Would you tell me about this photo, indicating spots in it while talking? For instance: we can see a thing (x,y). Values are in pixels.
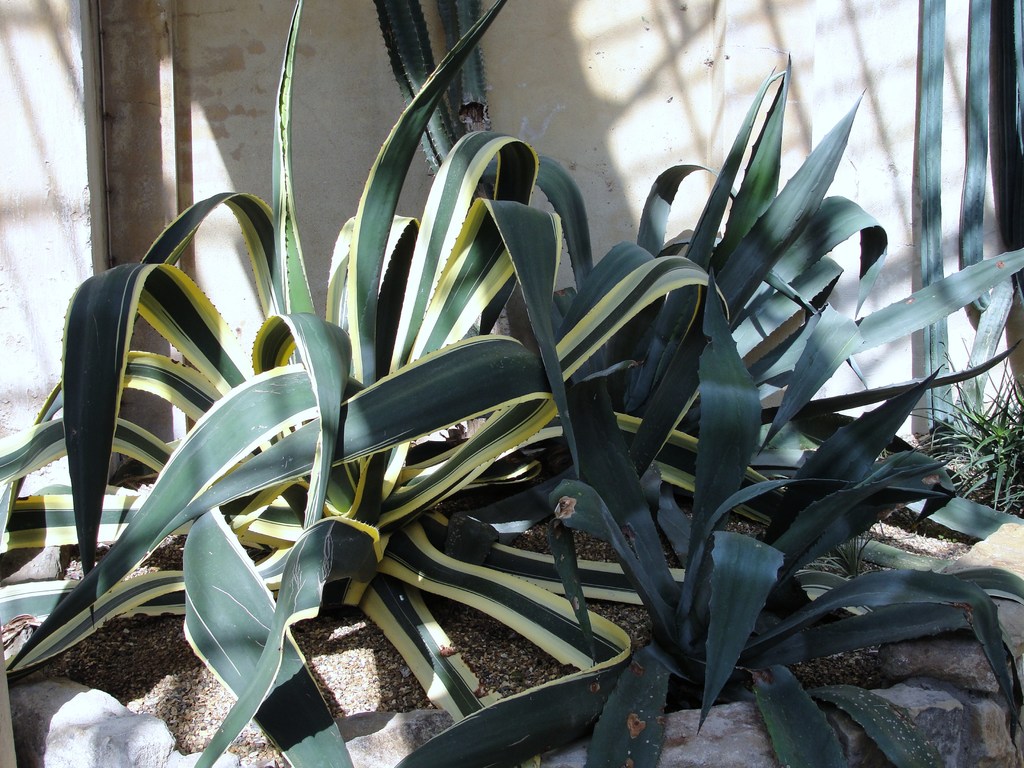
In this image there are two agave plants (561,508), in the background (6,160) there is a wall (612,114).
